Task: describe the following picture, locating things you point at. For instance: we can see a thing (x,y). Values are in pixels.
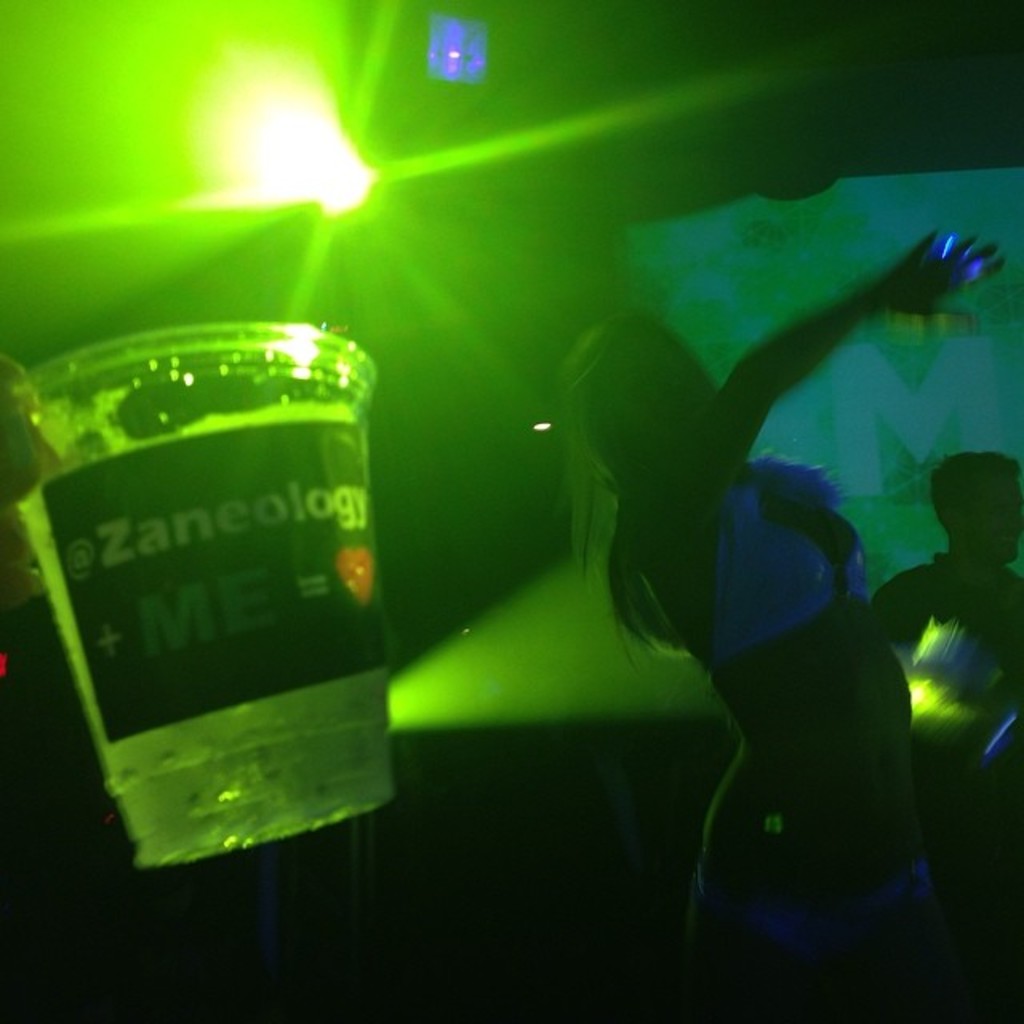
This is the woman (772,736) dancing. I can see a glass (186,594) with a label (197,589) on it. This is the light (349,135), which is green in color. In the background (970,534), that looks like a person (962,575) standing.
